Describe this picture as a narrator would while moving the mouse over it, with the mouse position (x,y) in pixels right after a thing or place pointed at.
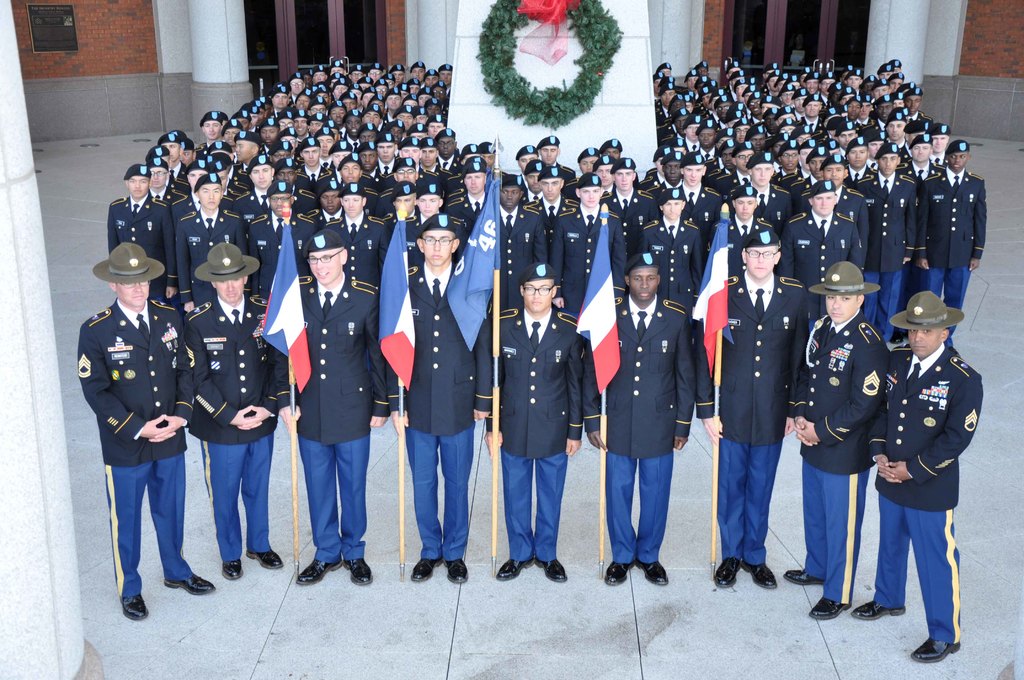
In this image, I can see a group of people (169,374) standing. Among them five persons (643,347) are holding the flags (715,349). At the top of the image (509,84), I can see a wreath (518,76) attached to the wall (535,68). In the background (248,43), there is a building (426,43) with doors (800,46) and pillars (223,70).
